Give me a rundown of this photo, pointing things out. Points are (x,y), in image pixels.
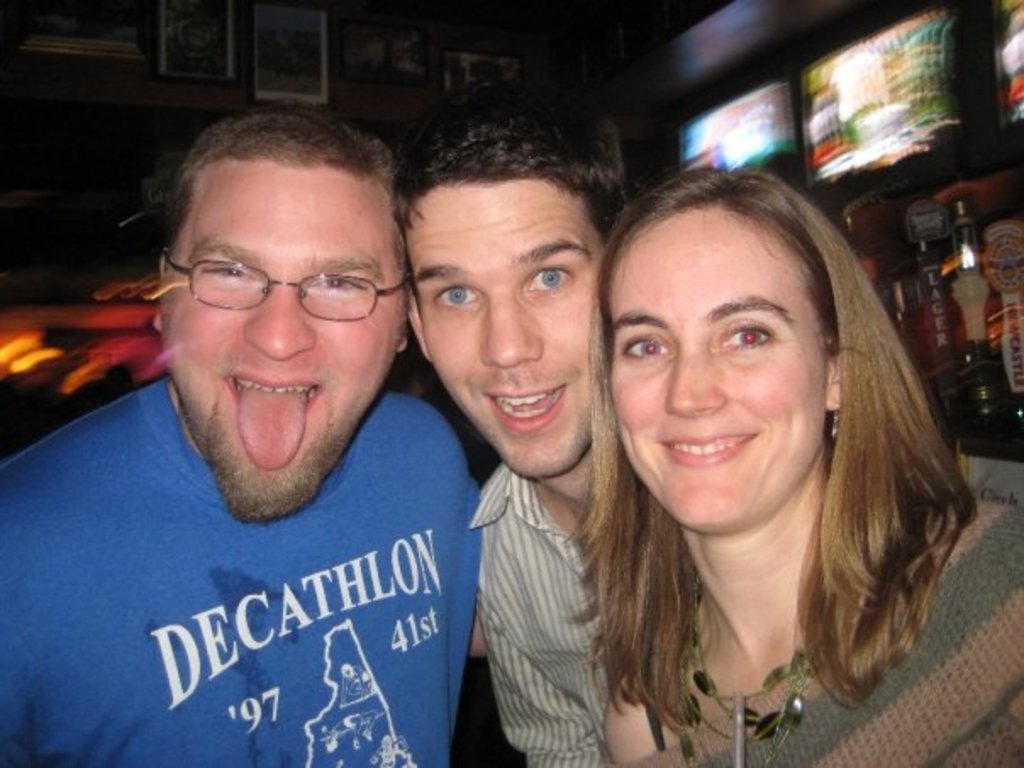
In this picture I can see few people (618,555) standing and I can see smile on their faces (643,435) and few photo frames (196,36) on the wall (245,105) and I can see couple of televisions (879,82).
